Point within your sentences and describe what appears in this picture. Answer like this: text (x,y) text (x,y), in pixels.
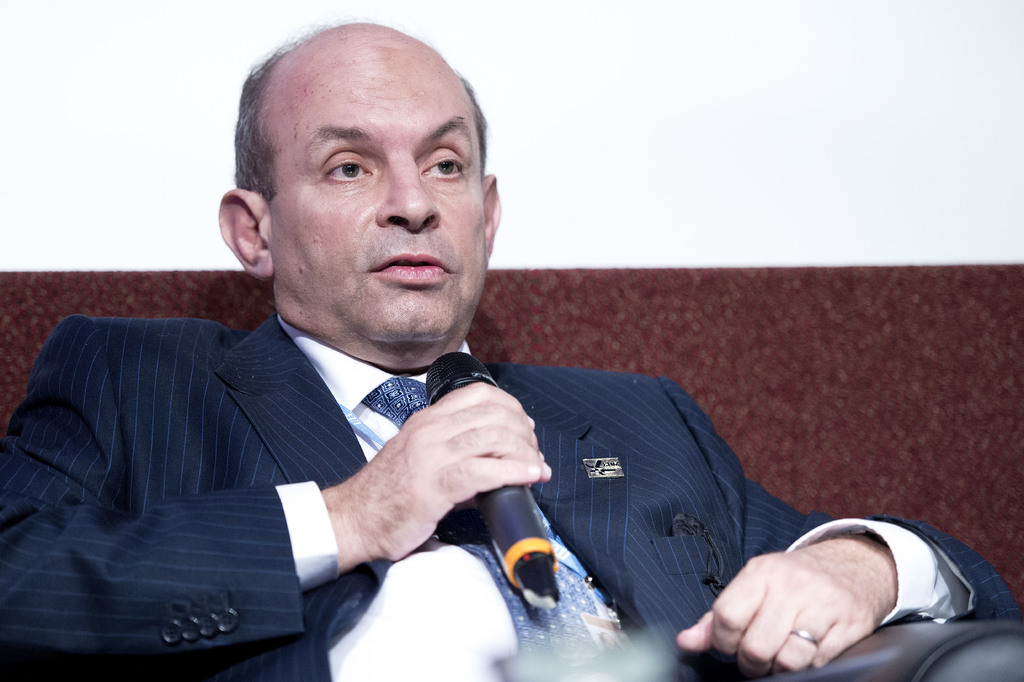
In this picture there is a man (404,342) who is wearing white shirt (368,419), and blue tie (389,406) and a blue suit (207,520). He is holding a mic (529,570) in his hand (487,448).
